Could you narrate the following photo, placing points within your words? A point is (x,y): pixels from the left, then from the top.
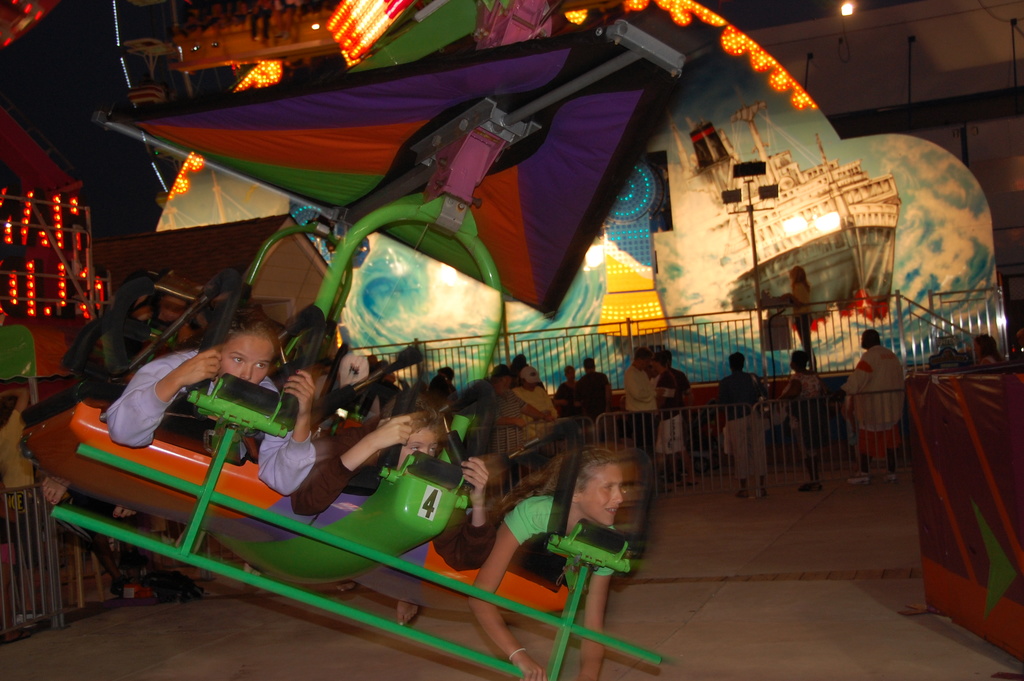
In this image I can see few kids (528,488) taking ride (623,550) in the exhibition, behind there is a fence (610,368), people (732,362) and some other object (916,450).
